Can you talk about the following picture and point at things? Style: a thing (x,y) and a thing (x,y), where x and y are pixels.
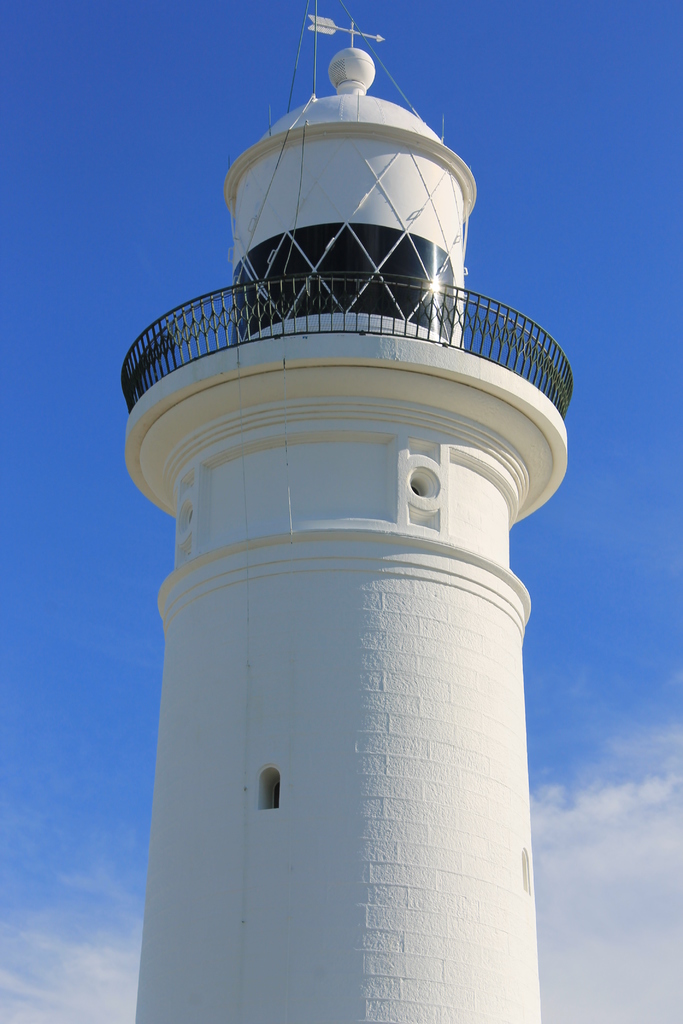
In this image, we can see a white color light house (332,643) and there is a blue color sky (505,53).
